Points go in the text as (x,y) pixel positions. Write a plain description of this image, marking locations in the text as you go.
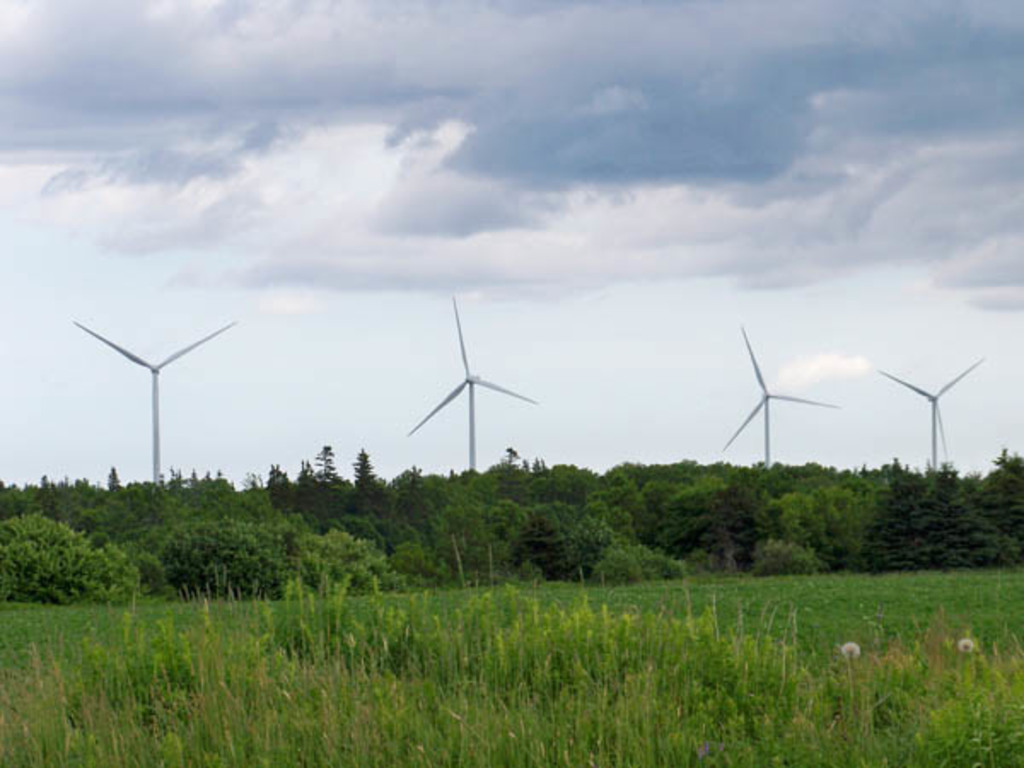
In this picture we can see plants (627,660) at the bottom (607,733), in the background (733,554) there are some trees (259,532), we can see four wind turbines (159,428) in the background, there is the sky (591,183) and clouds (628,168) at the top of the picture (628,168).
